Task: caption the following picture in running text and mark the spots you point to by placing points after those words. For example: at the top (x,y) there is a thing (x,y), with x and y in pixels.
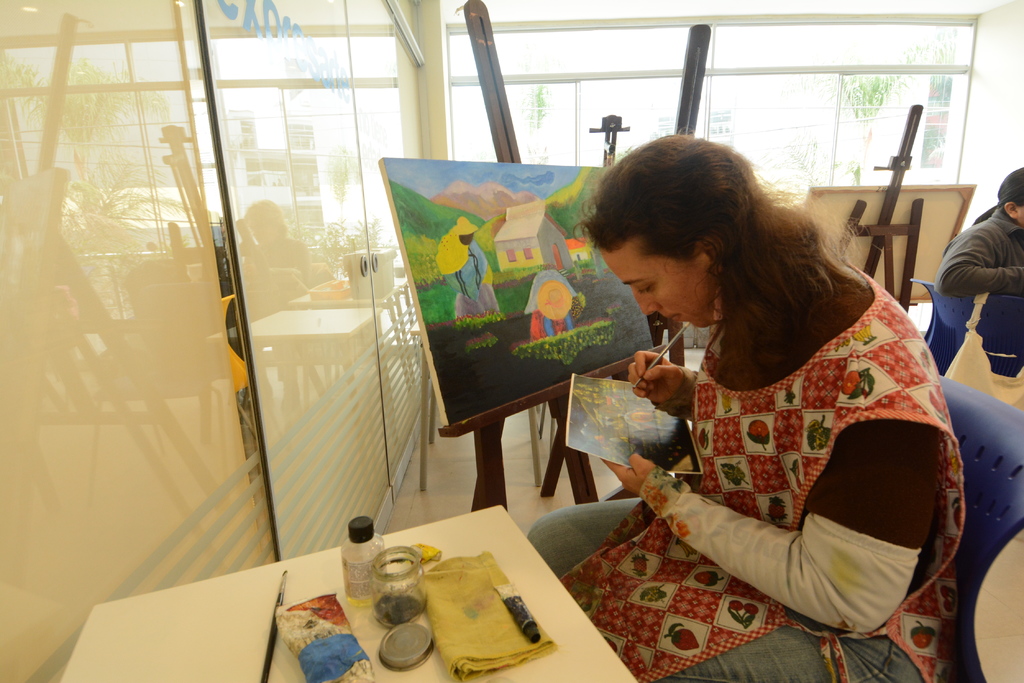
In this picture there is a lady (923,678) who is sitting on the right side of the image (859,324), on the chair (972,482), she is painting and there is a desk (457,542) at the bottom side of the image (445,554), on which there are color bottles (347,577), there is a painting board (466,193) in the center of the image (423,236), there is a window (930,51) at the top side of the image (961,82).
